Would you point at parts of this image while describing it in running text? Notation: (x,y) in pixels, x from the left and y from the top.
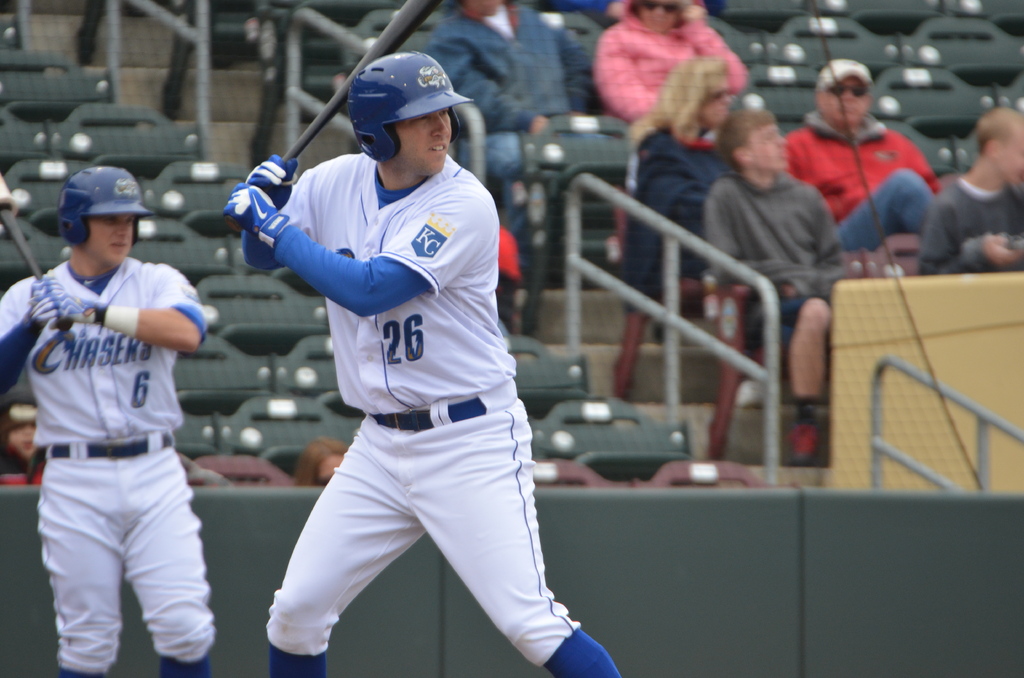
In this image in front (390,440) there are two people (402,480) playing baseball. Behind them there are people (626,96) sitting on the chairs (302,397). There is a metal fence (345,44). There are stairs (597,313).
